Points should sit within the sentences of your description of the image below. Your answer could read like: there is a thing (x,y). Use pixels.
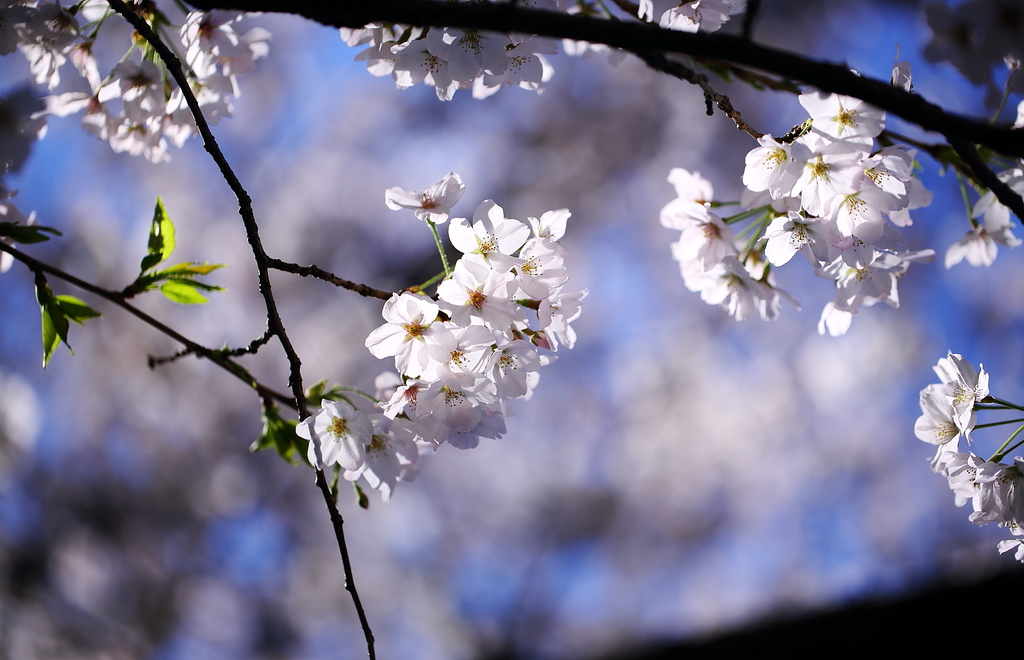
In this picture there is a tree (266,294) with white flowers (994,258).
